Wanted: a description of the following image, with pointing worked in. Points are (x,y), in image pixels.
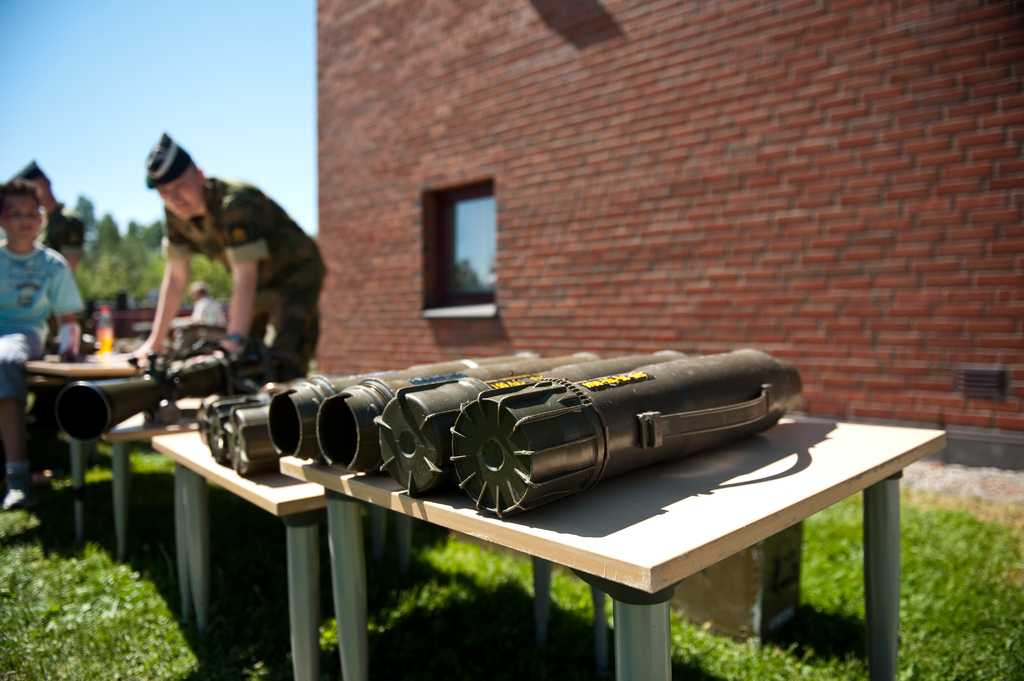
In this image we can see a few tables (472,513) with objects (280,442) on it, there are some people (63,230), plants (133,551), trees (159,284) and the wall (606,102), in the background (134,195) we can see the sky (102,84).
